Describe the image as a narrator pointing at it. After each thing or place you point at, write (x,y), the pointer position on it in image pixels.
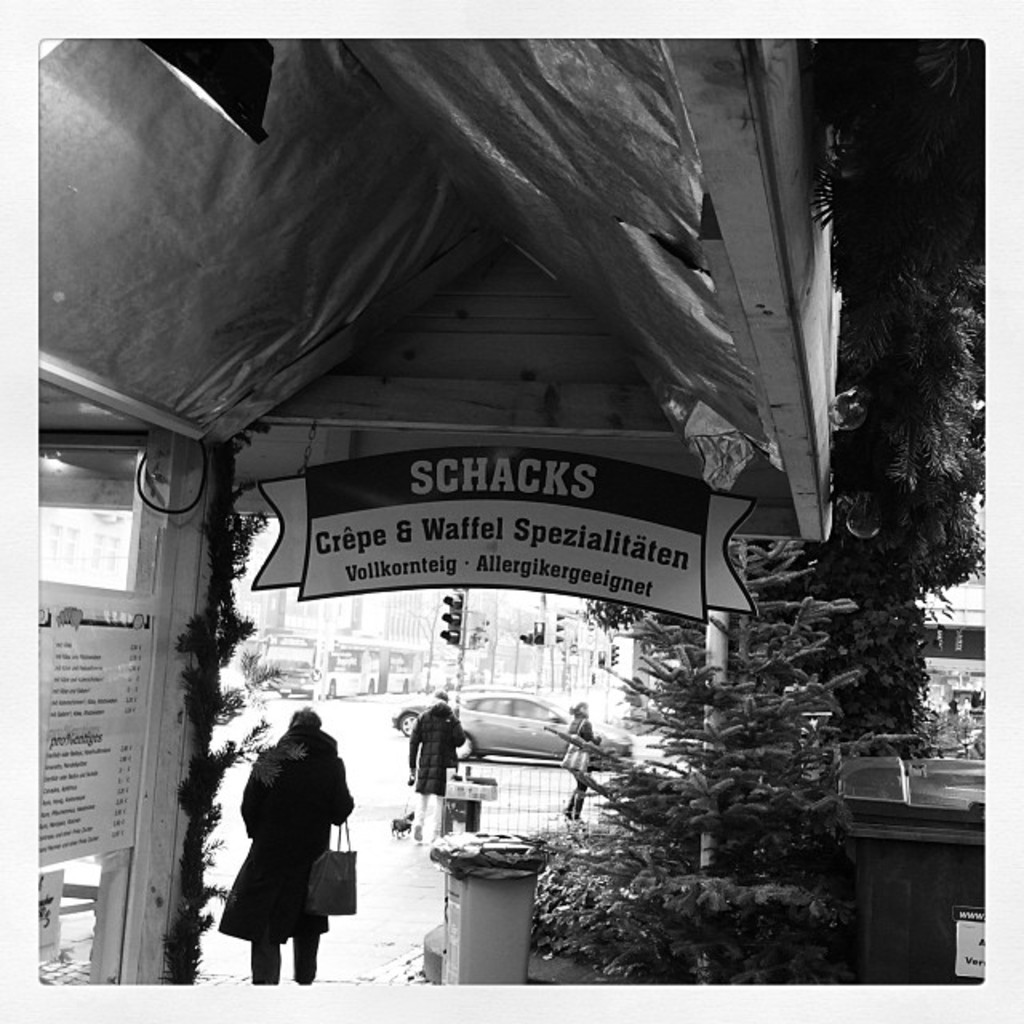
In this black and white image I can see a shelter (537,193) at the top of the image (737,245). I can see a glass door (139,682) with a poster (79,714) with some text (79,755) on the left side (74,825) of the image. I can see a woman (234,931) standing facing towards the back (267,799) on the left side (268,817) beside the glass door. I can see two more people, cars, buildings (301,628), signals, trees (705,820) in the center of the image (358,620). On the right hand side (863,815) of the image I can see a trash can (892,843) along with the trash can (467,916) in the center of the image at the bottom (455,911).
